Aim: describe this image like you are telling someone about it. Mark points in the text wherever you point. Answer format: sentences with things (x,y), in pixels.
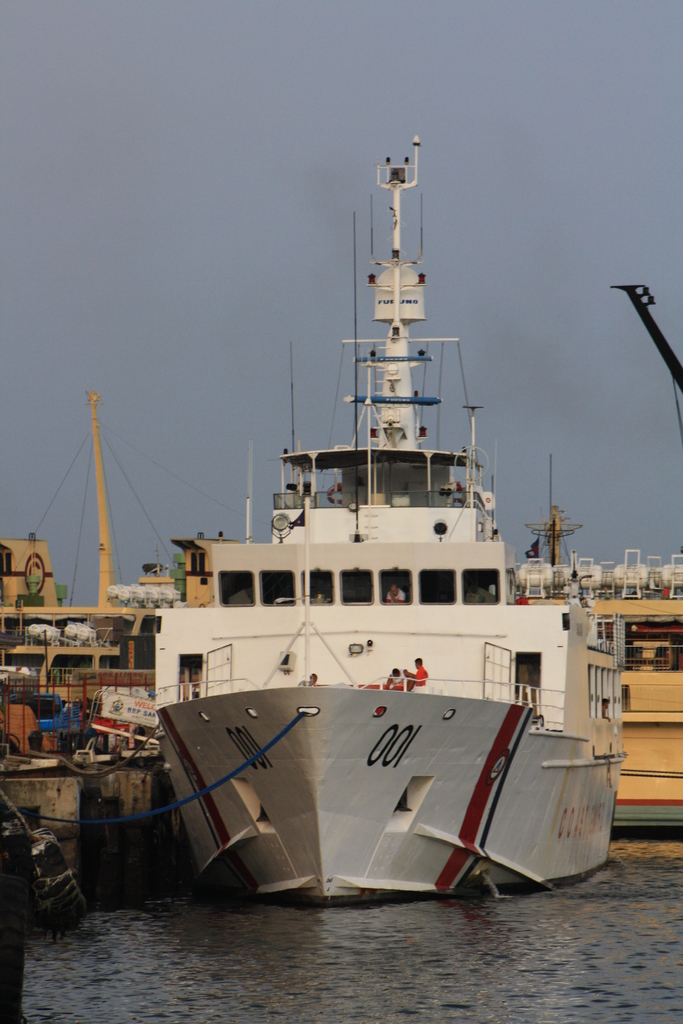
In this picture we can see ships (368,898) on the water (492,895), here we can see people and some objects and we can see sky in the background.
